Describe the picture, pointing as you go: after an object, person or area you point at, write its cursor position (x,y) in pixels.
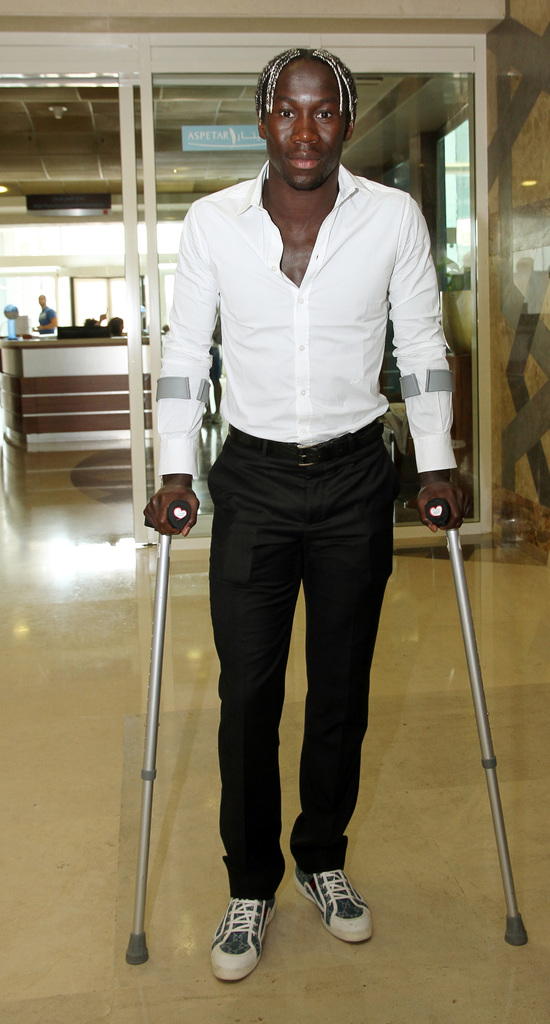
In the center of the image (290,421) there is a man (305,417) standing with walking sticks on the floor (410,968). In the background (534,171) we can see door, table (56,361), person (53,312) and wall (510,291).
